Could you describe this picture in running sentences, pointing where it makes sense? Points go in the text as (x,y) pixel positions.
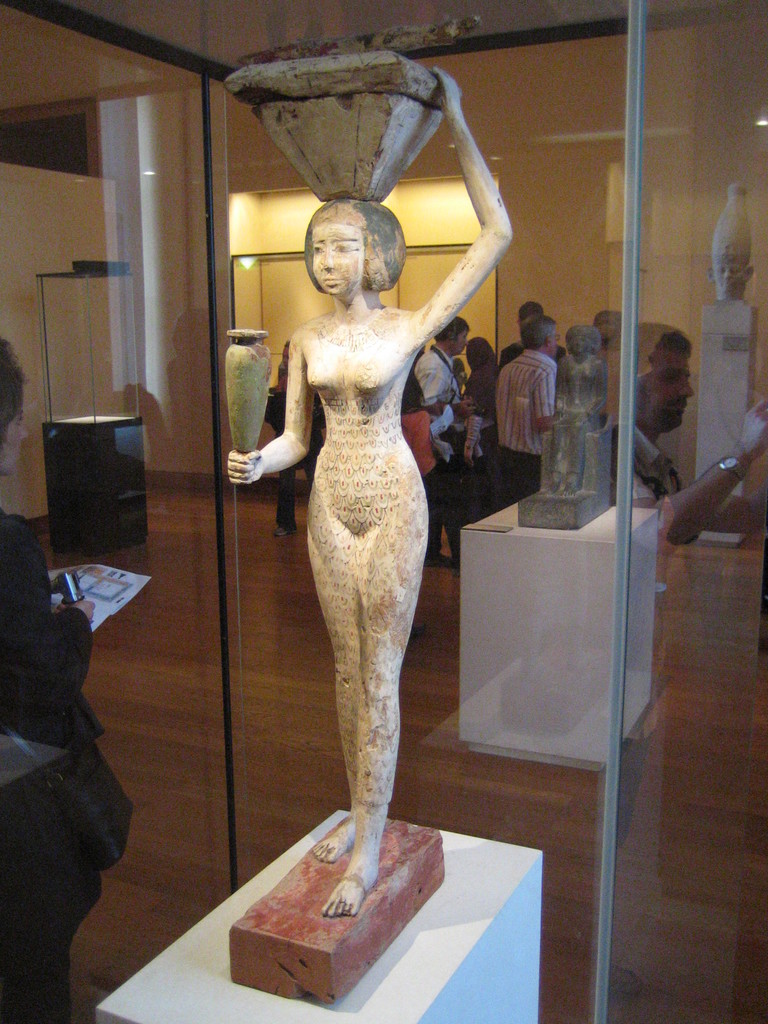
In the foreground of this image (368,127), there is a sculpture (343,566) inside the glass (147,171). In the background (433,388), there are persons (547,403) walking and standing on the wooden floor (155,646), few glass objects (84,357), sculptures (731,292) and the wall (537,128).
